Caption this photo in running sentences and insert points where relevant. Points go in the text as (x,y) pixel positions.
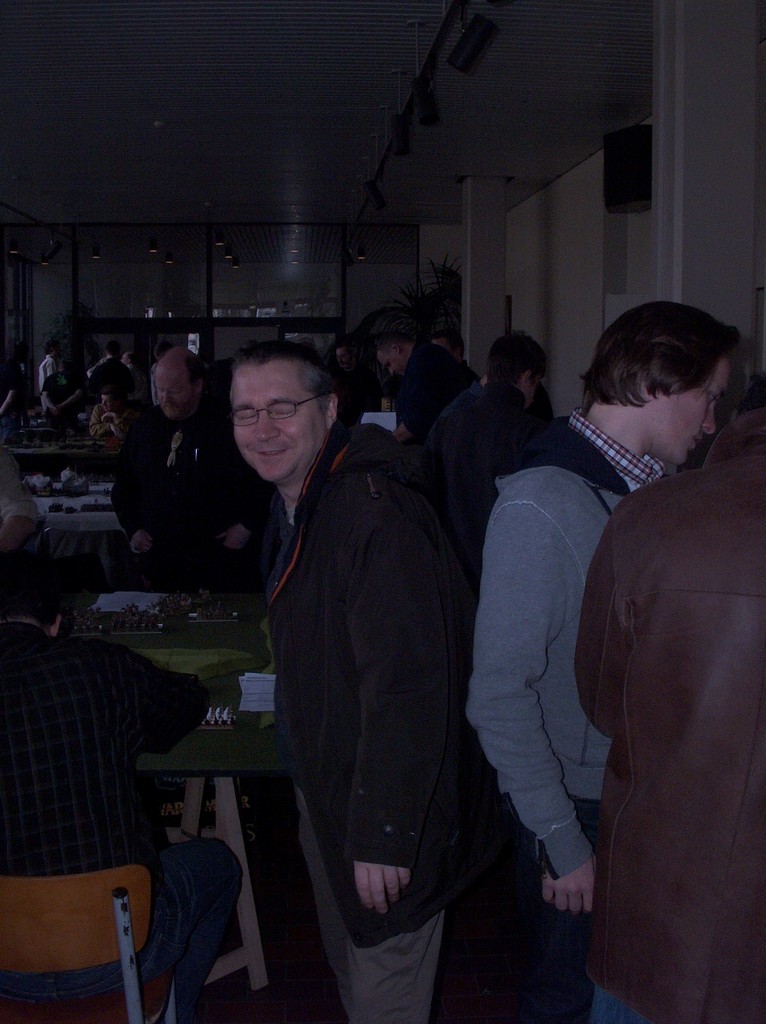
In the picture we can see inside view of the restaurant (14,326) with many people (344,499) are standing and some people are sitting on the chairs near the tables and far away from them, we can see a glass wall (390,290) from it, we can see some lights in the ceiling (9,156) and besides we can see a part of the plant (421,310) near the pillar (498,263).
